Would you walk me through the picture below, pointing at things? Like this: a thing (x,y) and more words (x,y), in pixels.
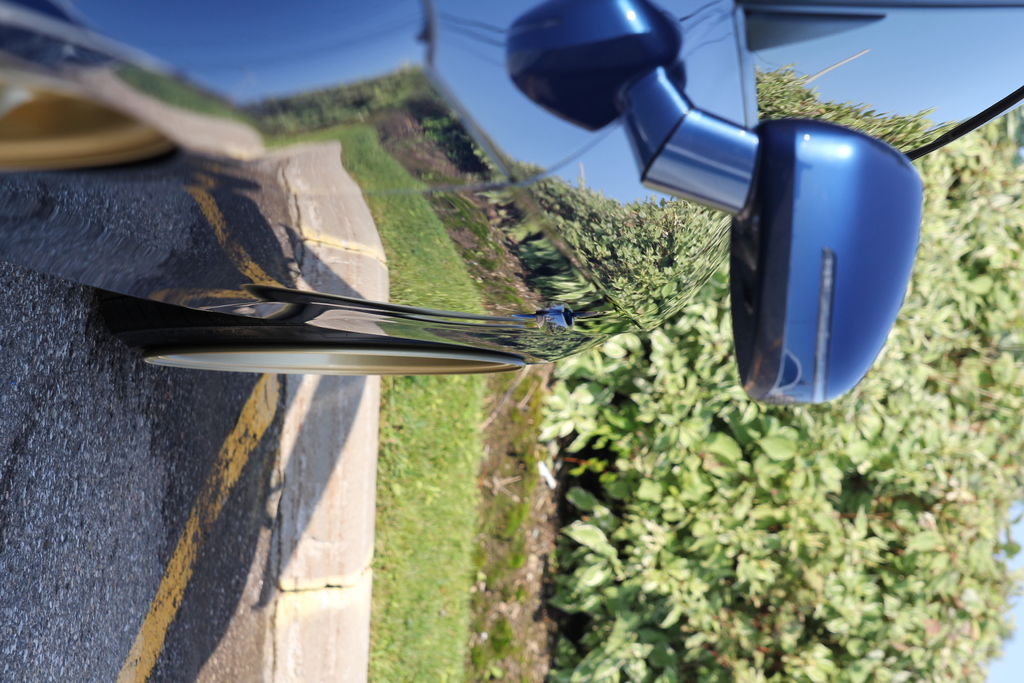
In this image we can see a car (787,366) on the road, there are plants (800,474), also we can see the reflection (662,275) of plants (611,246), poles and the sky (294,59) on the car (750,317).
